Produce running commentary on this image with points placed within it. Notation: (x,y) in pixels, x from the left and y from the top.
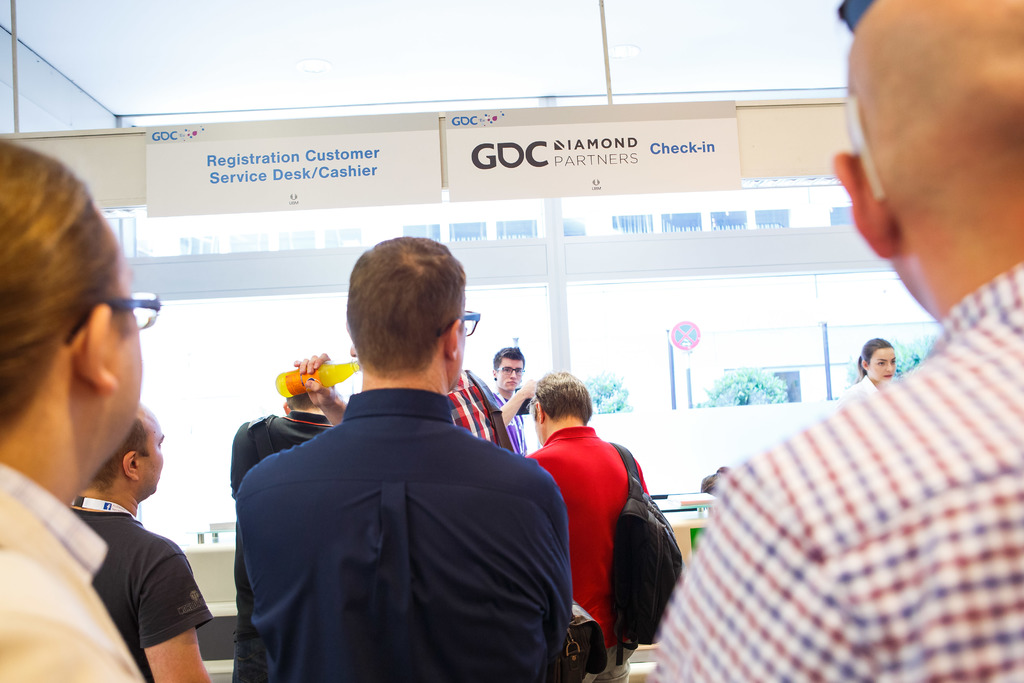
In this image there are people (873,487), boards (547,130), signboard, poles (690,385), trees (740,387) and objects (682,515). Among them few people (601,462) wore bags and one person (321,414) was holding a bottle (306,371).
